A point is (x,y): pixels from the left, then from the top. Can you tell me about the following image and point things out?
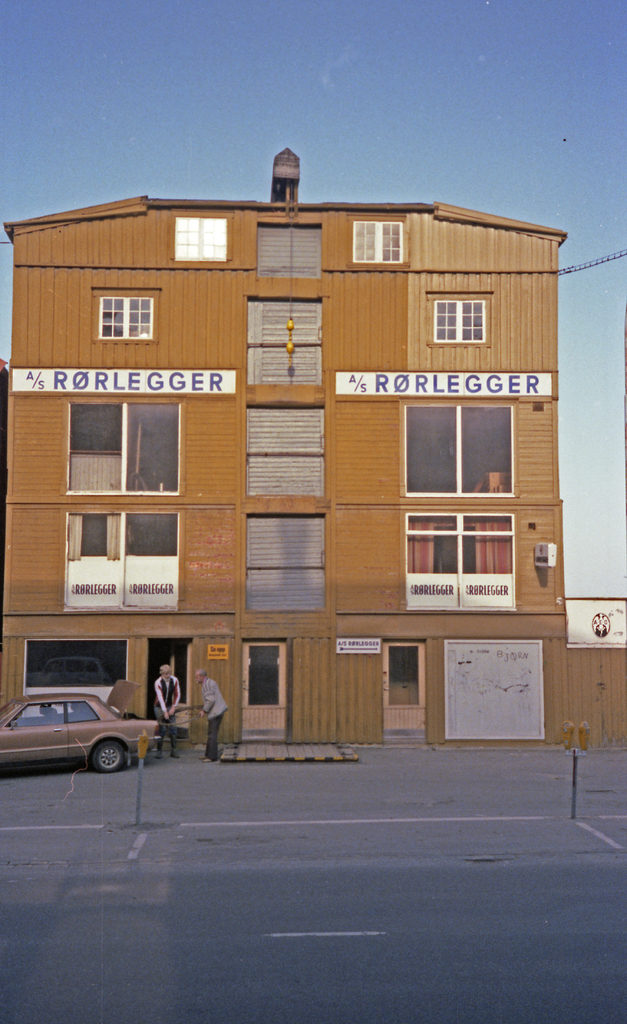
In this image, we can see a building (340,341) with some text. There are a few people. We can see the ground (374,895) with some objects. We can also see a vehicle (56,719). There are a few poles (583,737) and boards (622,626). We can see the sky (525,161) and also an object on the right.
